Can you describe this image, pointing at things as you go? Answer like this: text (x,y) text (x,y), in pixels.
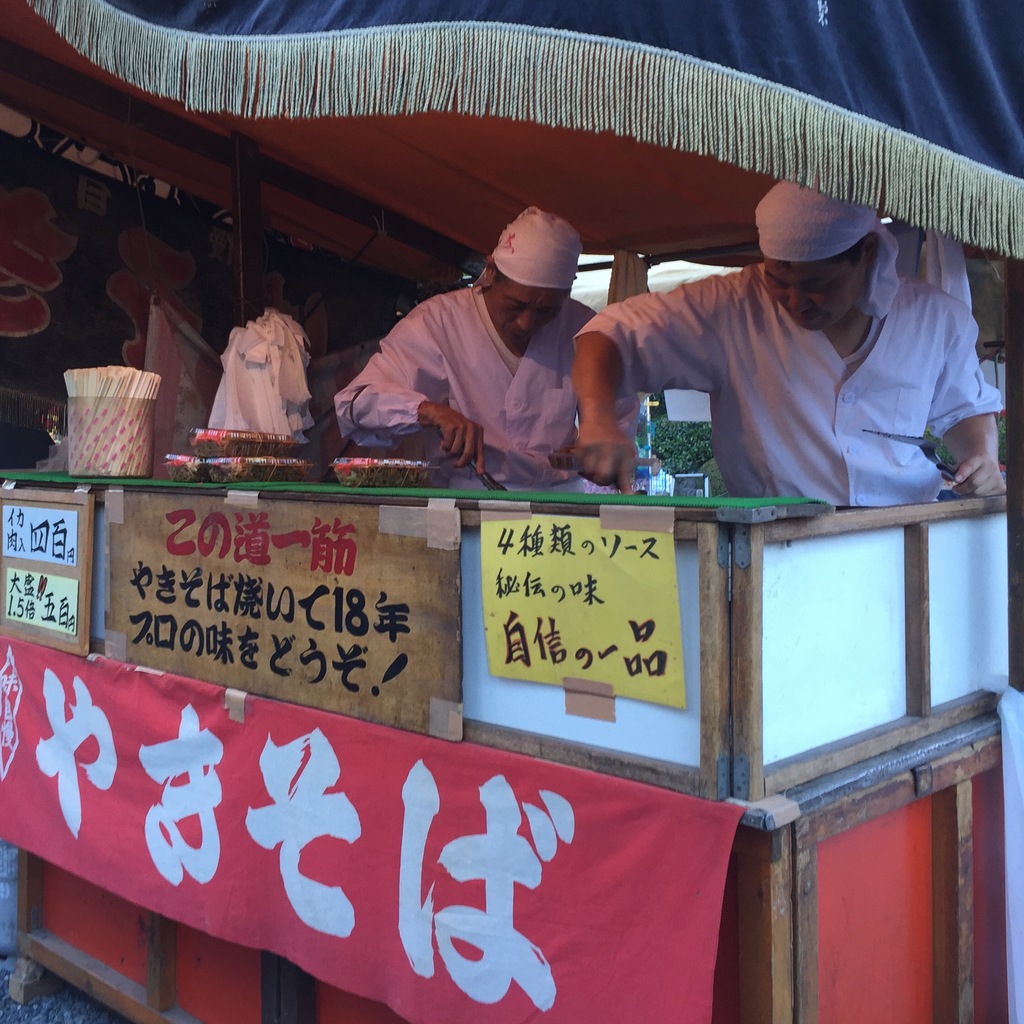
In this image we can see two persons (615,456) holding an object (616,486). We can also see the counter (991,582) and on the counter (176,482) there is a jar (140,428) with some objects (107,393). The image also consists of boards (279,527) with text (241,539). There is a cloth (459,788) with white color text (491,836). At the top (519,58) there is blue color cloth (889,55) and also the ceiling (519,166).
